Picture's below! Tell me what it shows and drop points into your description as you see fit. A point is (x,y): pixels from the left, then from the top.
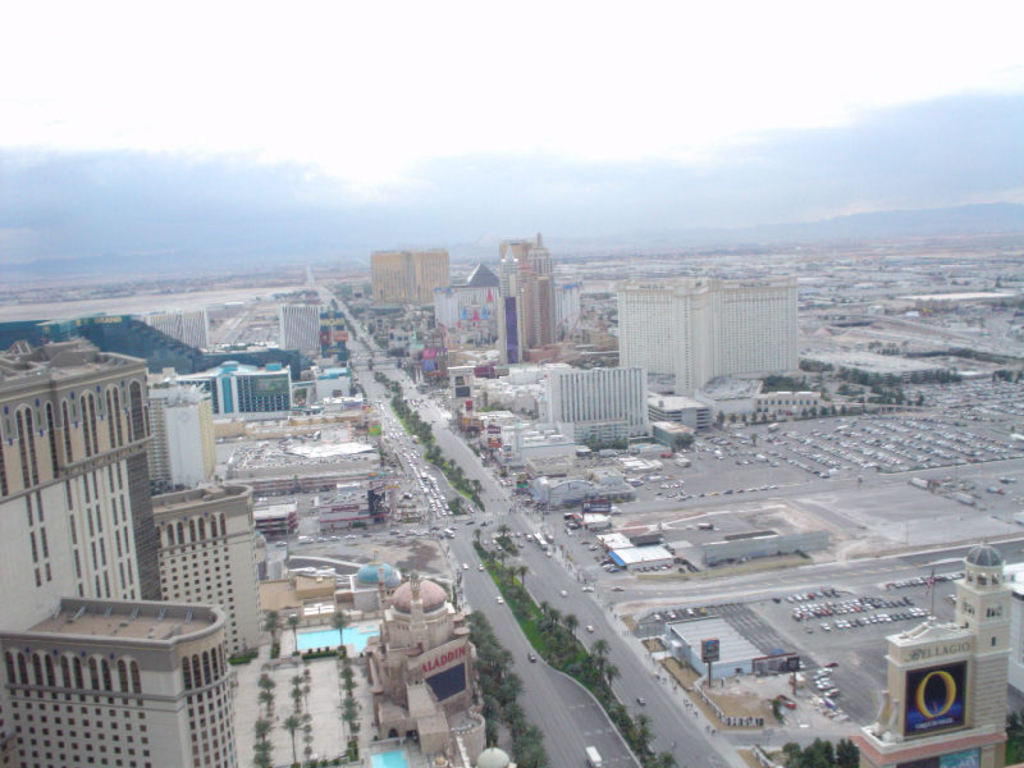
In this image I can see buildings (655,296), vehicles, roads (444,448), boards (898,689), grass (540,634), trees (427,453), swimming pool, cloudy sky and objects (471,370).
